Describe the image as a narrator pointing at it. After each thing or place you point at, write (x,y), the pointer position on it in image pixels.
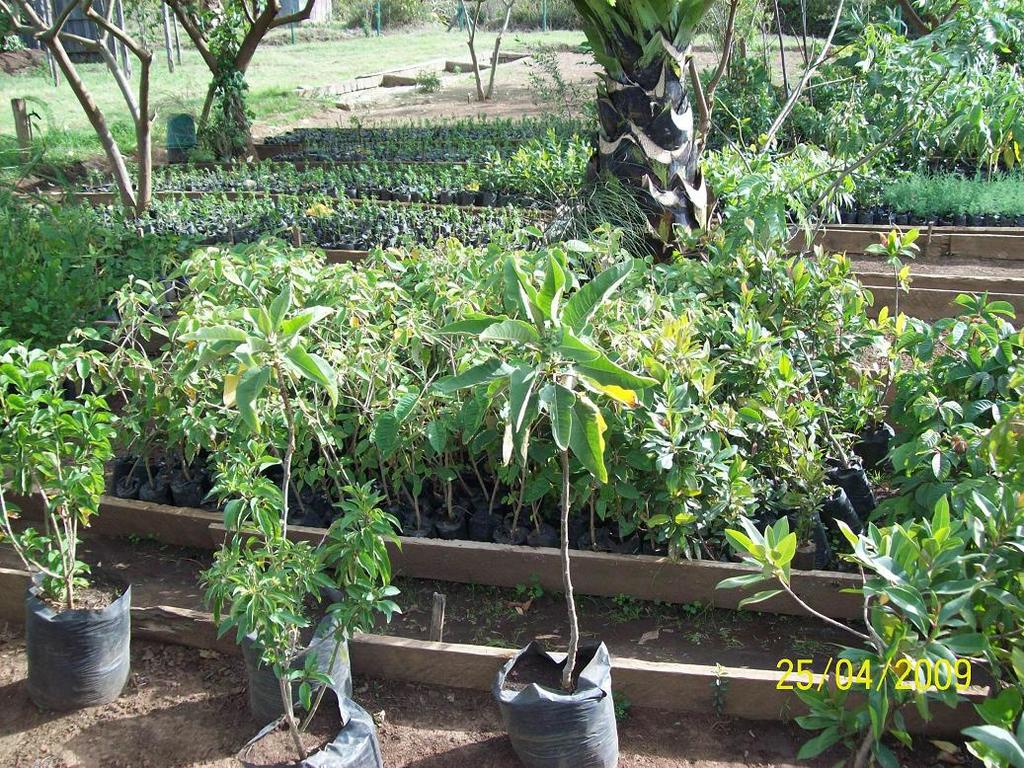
At the bottom of the picture (804,529), we see plants (588,371) and there are many trees (989,57) in the background (266,15). We even see a white color building (292,2). This picture might be clicked in a plant nursery (711,591) and it is a sunny day.
